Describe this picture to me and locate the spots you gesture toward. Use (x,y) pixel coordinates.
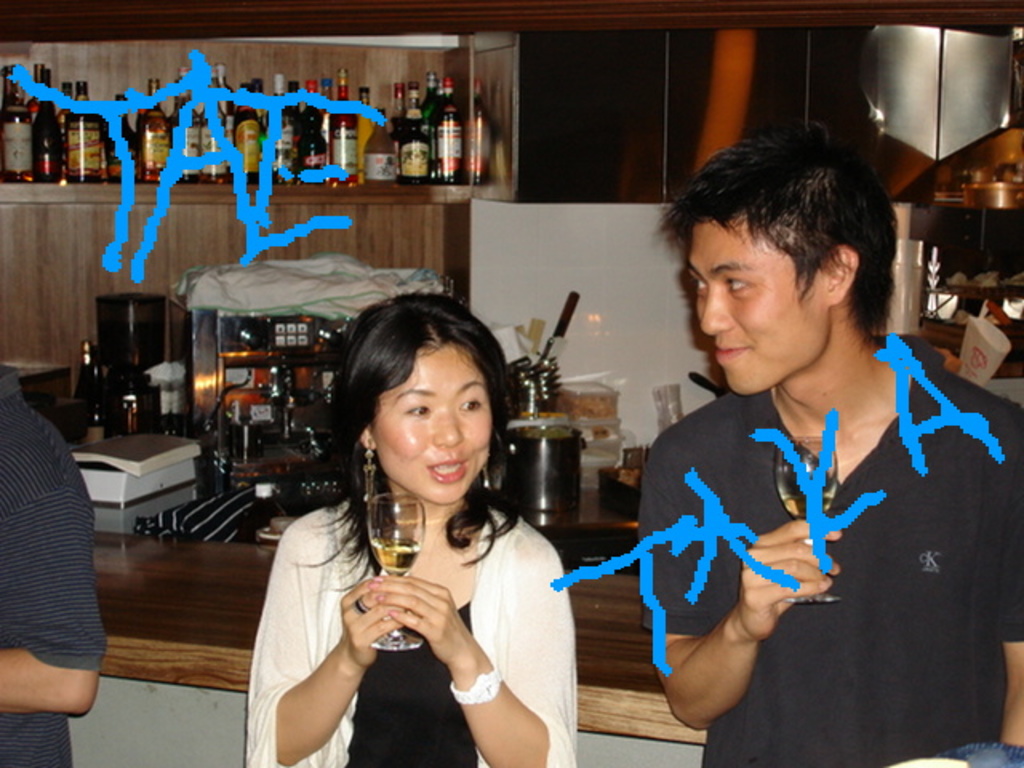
In the picture might be taken in a kitchen (224,228). In the foreground of the picture (1018,491) there are three persons (946,497). In the center (507,405) there is a woman (498,387) standing and talking. On the right (928,681) there is a man (881,574) standing and smiling. On the left (75,552) there is another person (39,540). On the top left (65,206) there is a cupboard (359,186), in the cupboard (51,192) there are many bottles (254,139). Below it there are many kitchen utensils (203,401). On the right (956,224) there is another cupboard (938,226). On the picture there is something written.
